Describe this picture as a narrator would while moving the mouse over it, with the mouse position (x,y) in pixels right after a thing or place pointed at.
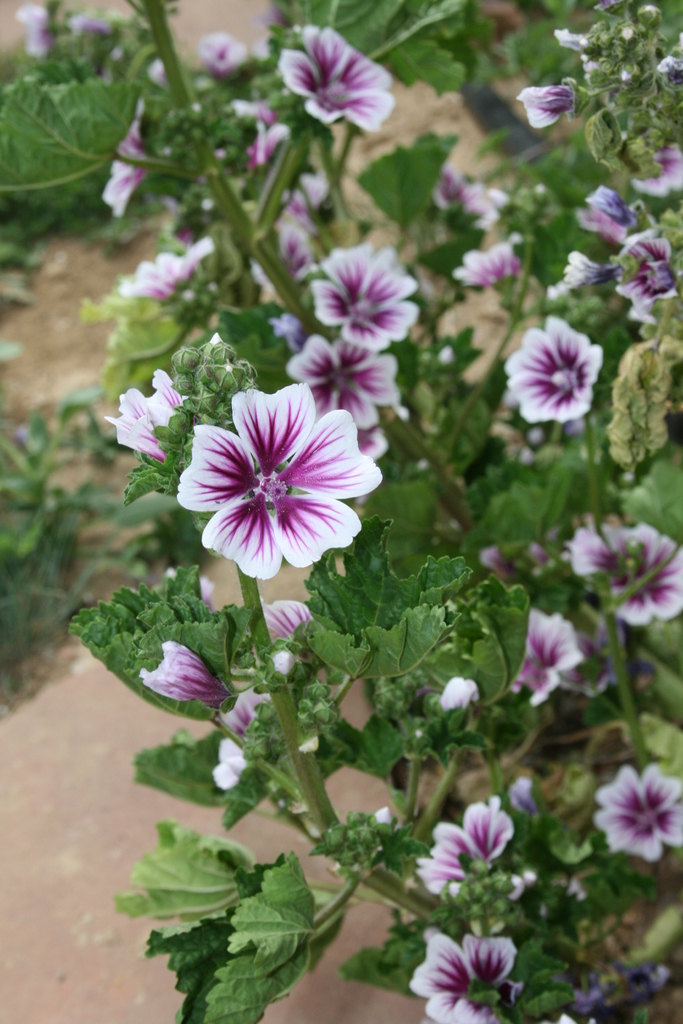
In this image there is a plant (318,395), there are flowers (277,407), there is ground (124,798) towards the bottom of the image (195,810).
